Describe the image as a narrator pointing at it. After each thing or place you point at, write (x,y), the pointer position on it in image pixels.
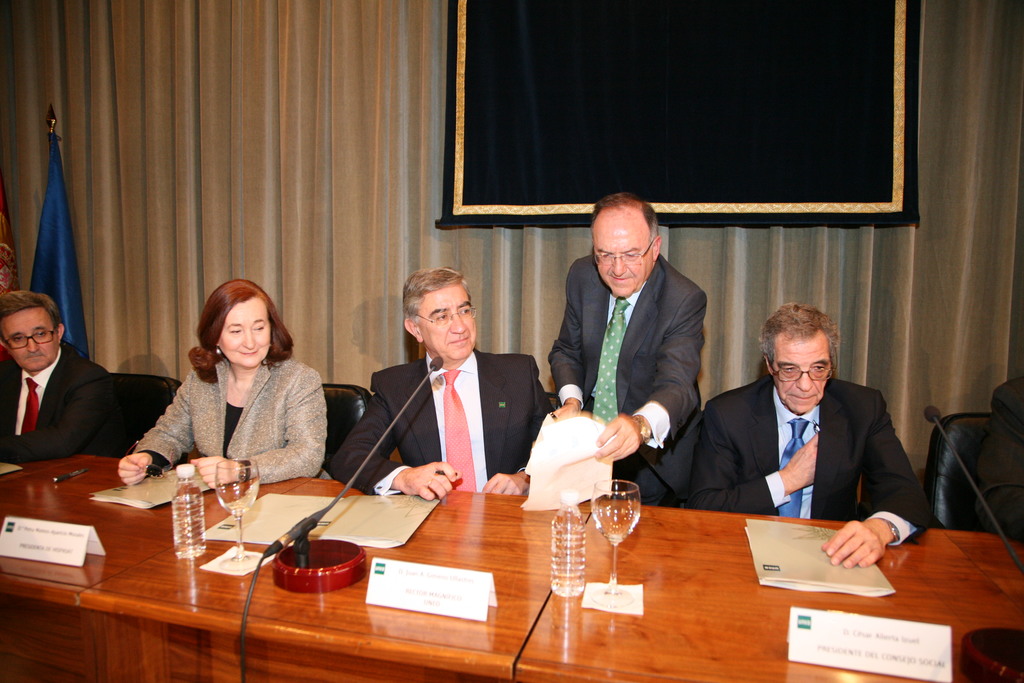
In this picture we can see a group of people (265,409) sitting on chairs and a man (617,358) is standing. He is holding some papers (557,446). In front of the people (637,452) there is a table (664,641) and on the table (675,631) there are files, bottles (193,522), drinking glasses (220,495), name plates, a pen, cable (243,621) and microphones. Behind the people (307,428) there are flags (69,279), curtain (245,244) and a black object (600,122).
